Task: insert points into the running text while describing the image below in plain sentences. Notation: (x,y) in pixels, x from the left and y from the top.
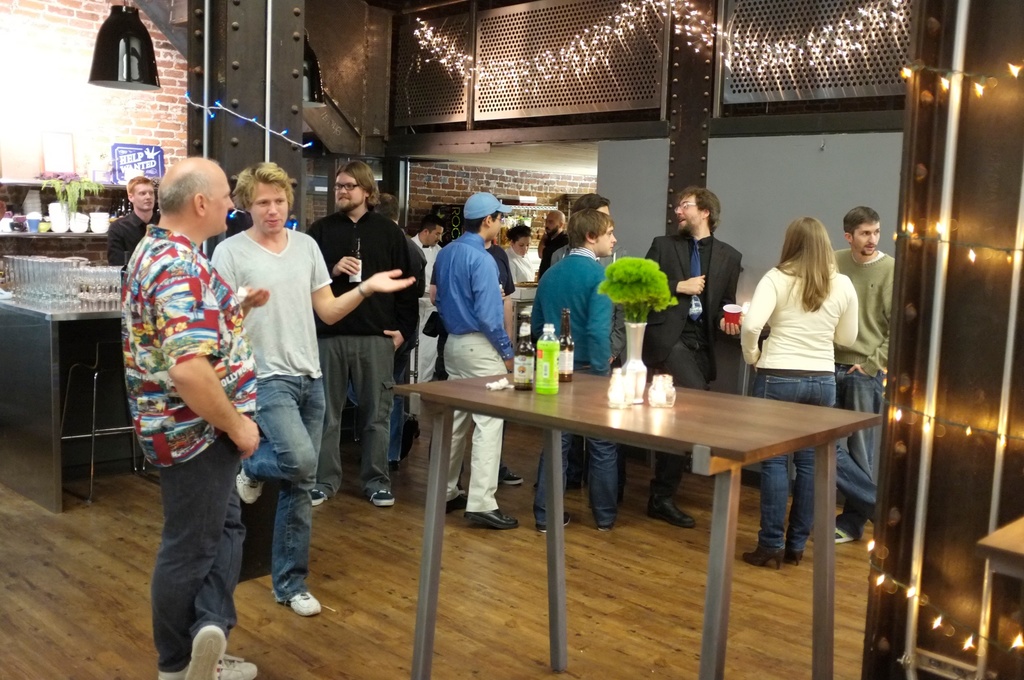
The picture is taken in a closed room (391,632) in which there are people (294,309) standing and at the right corner of the picture (711,613) there is a table (731,474) with bottles (549,382) and a flower vase (633,385) on it and coming to the left corner of the picture (130,433) there is one big table (90,312) and so many glasses (91,296) on it behind that there is a shelf (10,234) and cups (83,214) in that and there is a sign board (135,163) and a wall (119,110) is present which is made of bricks (175,124) and there are some decorative lights (858,45) hanged to the wall (161,106) and in the middle of the picture (474,259) a person (465,291) is wearing a blue shirt (466,266) and blue cap (483,195).
